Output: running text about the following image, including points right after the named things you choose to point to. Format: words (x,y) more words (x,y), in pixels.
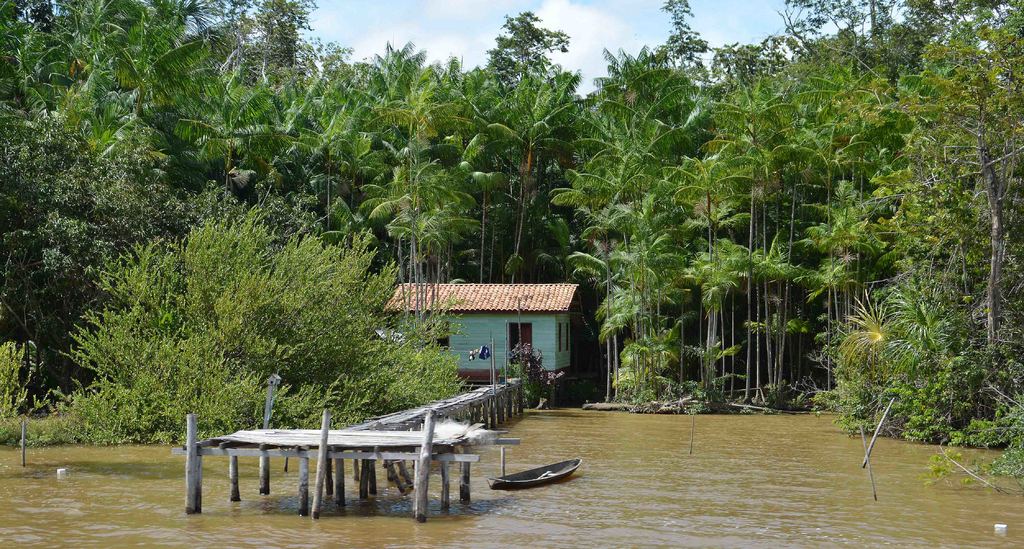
In this image we can see water (580,446). Also there is a bridge (359,442) with wooden poles (389,469). Also there is a boat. In the background (521,328) there is a house (470,337) with windows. And there are trees (760,141). And there is sky (567,25) with clouds (590,11).
